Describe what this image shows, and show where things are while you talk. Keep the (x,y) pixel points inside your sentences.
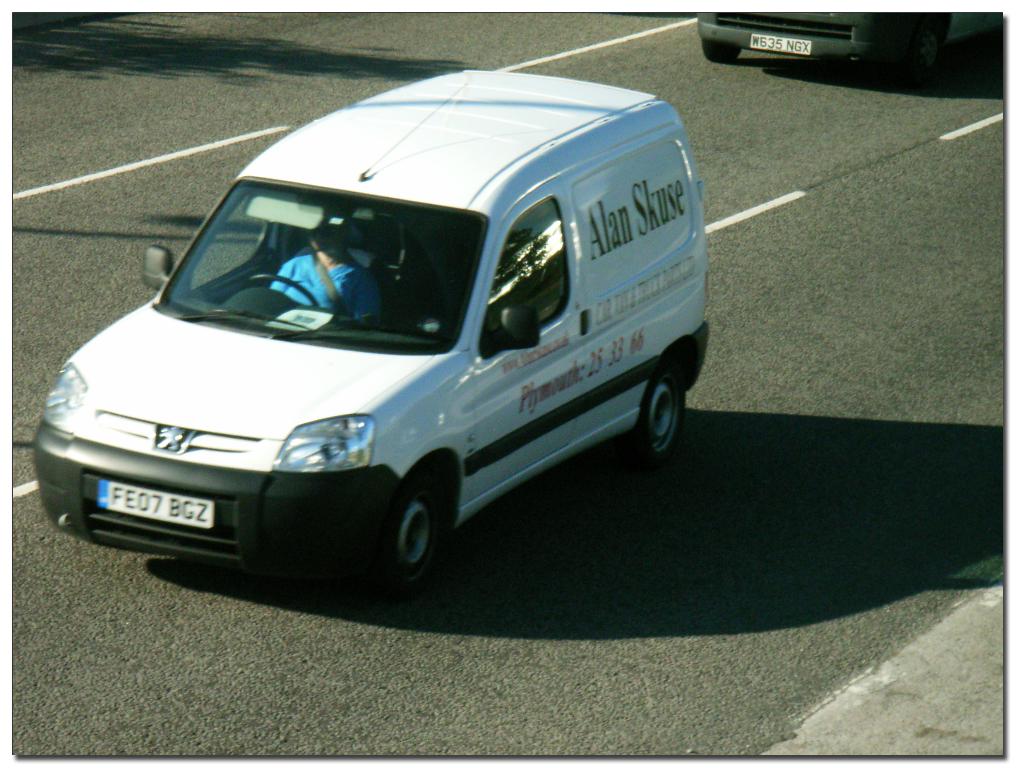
In this picture there is a car (364,153) in the center of the image (493,299), which is white in color and there is another car (721,33) at the top side of the image (745,24).
